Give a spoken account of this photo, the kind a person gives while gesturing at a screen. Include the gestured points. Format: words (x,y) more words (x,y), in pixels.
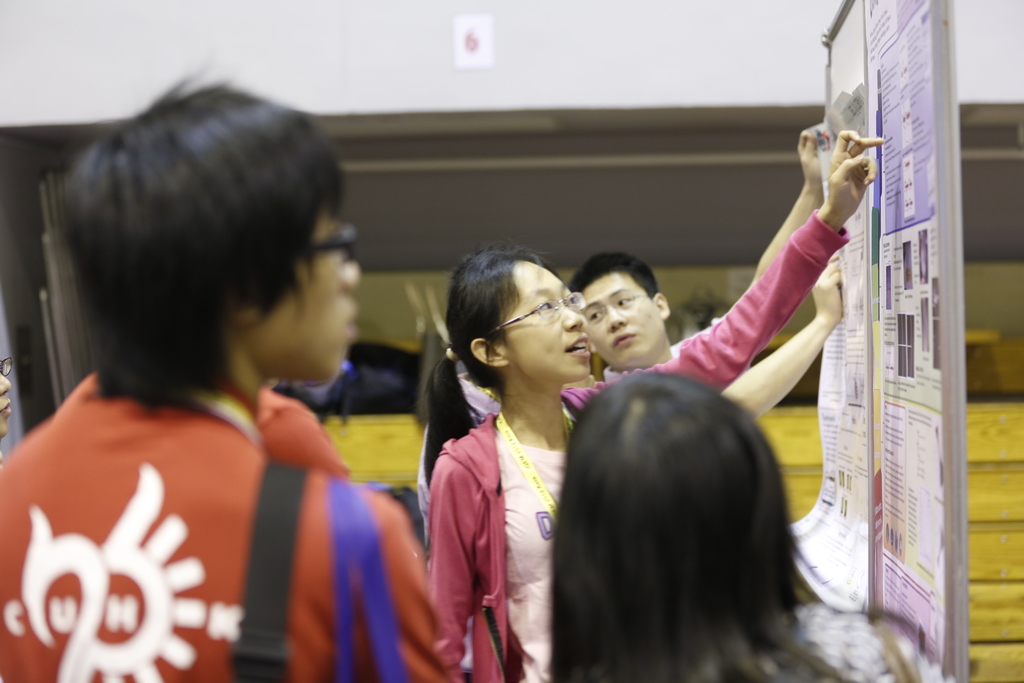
In this image I can see on the left side (197,444) a person (227,477) is looking at that side. This person (223,498) wore dark red color t-shirt (125,486), in the middle (512,377) a woman (512,377) is pointing her finger (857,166) to the board (872,186). She wore spectacles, t-shirt (529,448), Id card (531,476). Behind her other man (633,323) is also there. On the right side (957,349) it looks like a notice board (924,245) with papers (920,94).
